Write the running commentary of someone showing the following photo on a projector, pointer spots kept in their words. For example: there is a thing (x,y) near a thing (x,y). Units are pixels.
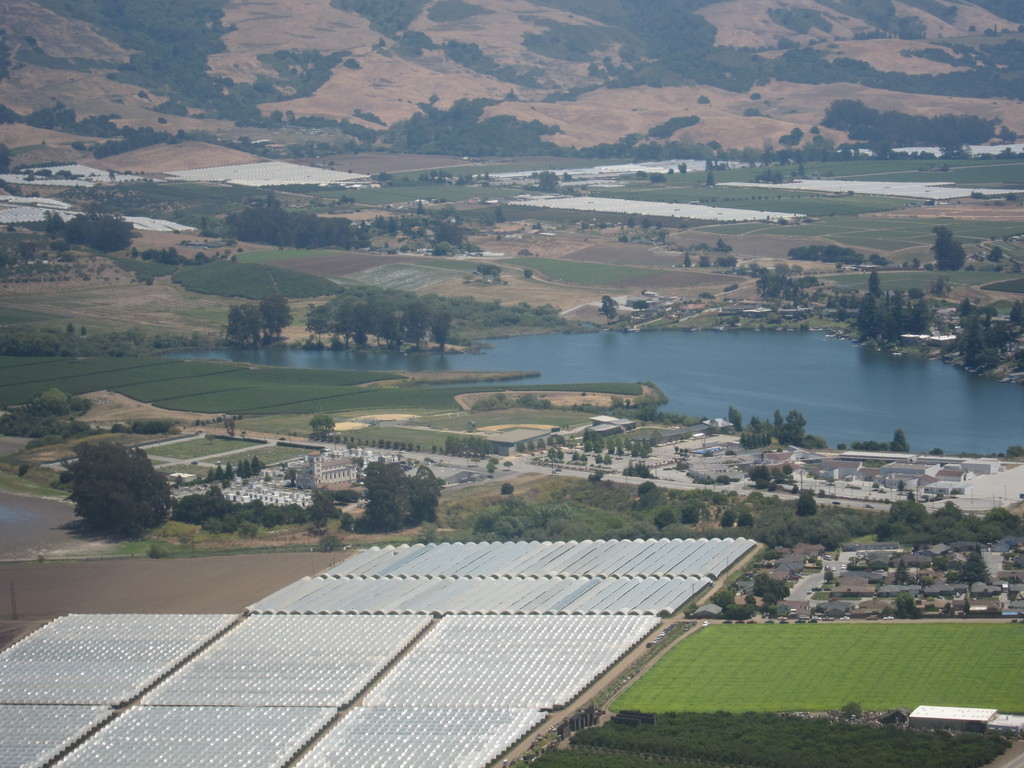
In this image we can see many trees (440,140) and plants (516,137). There is a lake (787,383) in the image. There are few hills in the image. There is a grassy land (921,664) in the image. There few houses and buildings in the image. There are many objects (562,592) at the bottom of the image (393,574).
